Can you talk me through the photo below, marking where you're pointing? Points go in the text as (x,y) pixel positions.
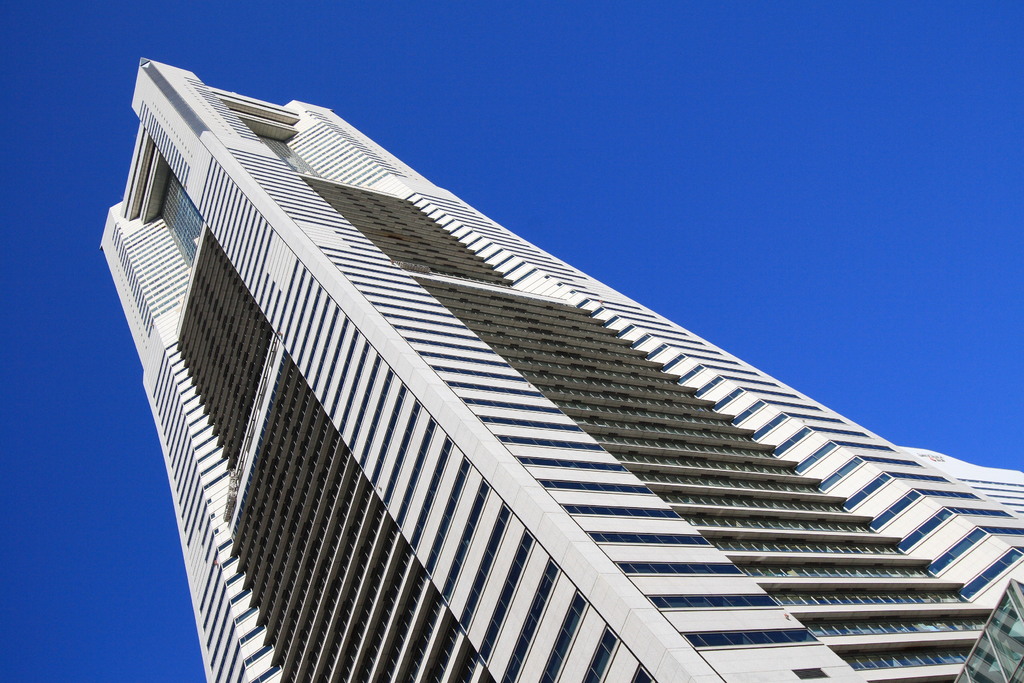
There is a building (521,502) as we can see in the middle of this image (531,404), and there is a blue sky (578,199) in the background (104,334).
